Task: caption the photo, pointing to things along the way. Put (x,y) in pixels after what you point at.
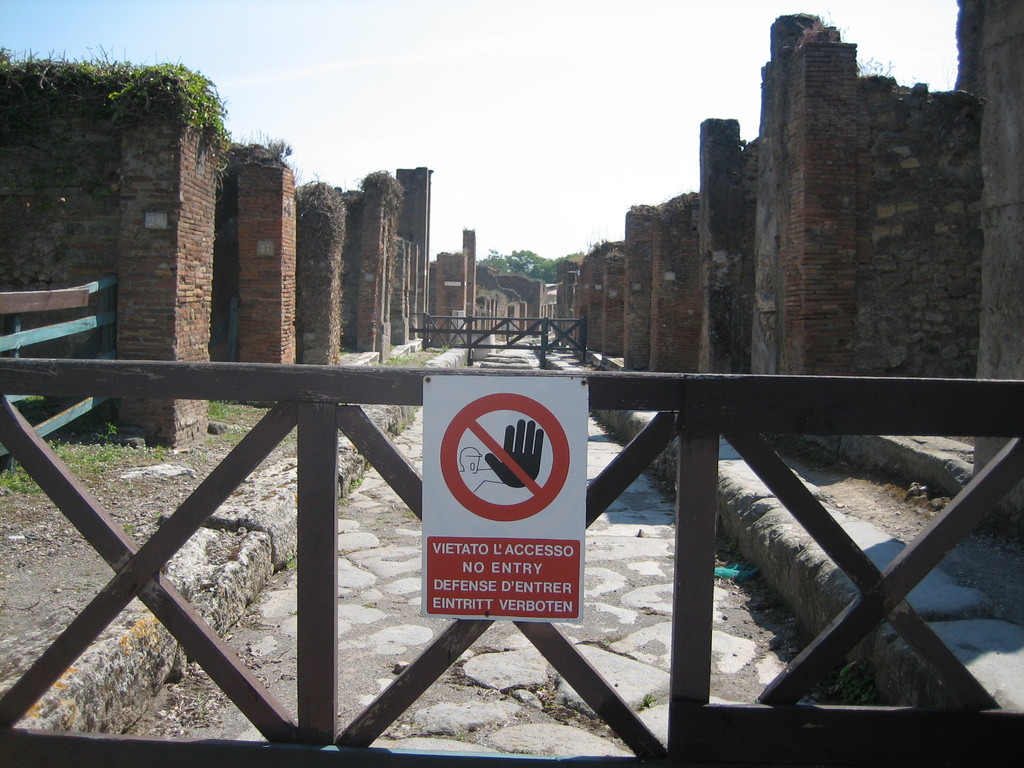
In front of the picture, we see the railing (412,390) and a board (445,548) in white and red color with some text (548,576) written on it. Behind that, we see the pavement (626,502). On either side of the picture, we see the pillars (721,259) and the walls (967,265), which are made up of brown colored bricks (210,237). On the left side (9,335), we see the shrubs (121,104) and the railing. In the middle (539,322), we see the railing (531,333). There are trees (550,263) and the buildings (499,286) in the background (525,270). At the top (552,179), we see the sky (507,156).
